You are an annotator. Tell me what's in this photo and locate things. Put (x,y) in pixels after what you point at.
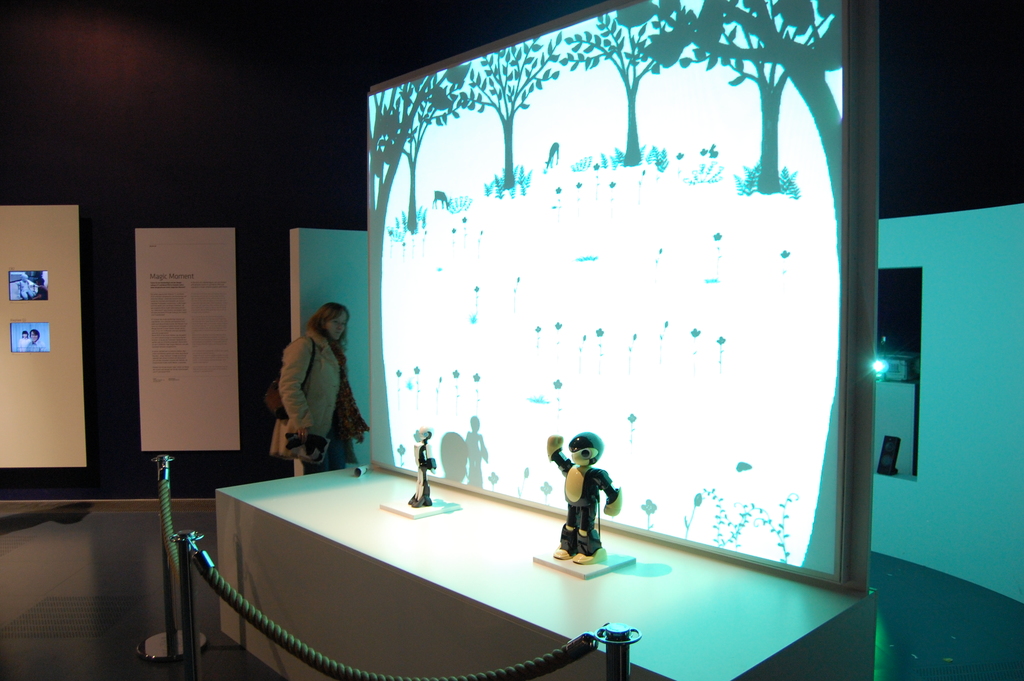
In this image I can see the ground (149,584), few poles (181,545), a white colored table (430,582) and on the table (473,576) I can see two toys (592,465) and a huge screen (596,266). I can see a person (337,370) standing, few banners (190,266) and black colored background (151,132).
